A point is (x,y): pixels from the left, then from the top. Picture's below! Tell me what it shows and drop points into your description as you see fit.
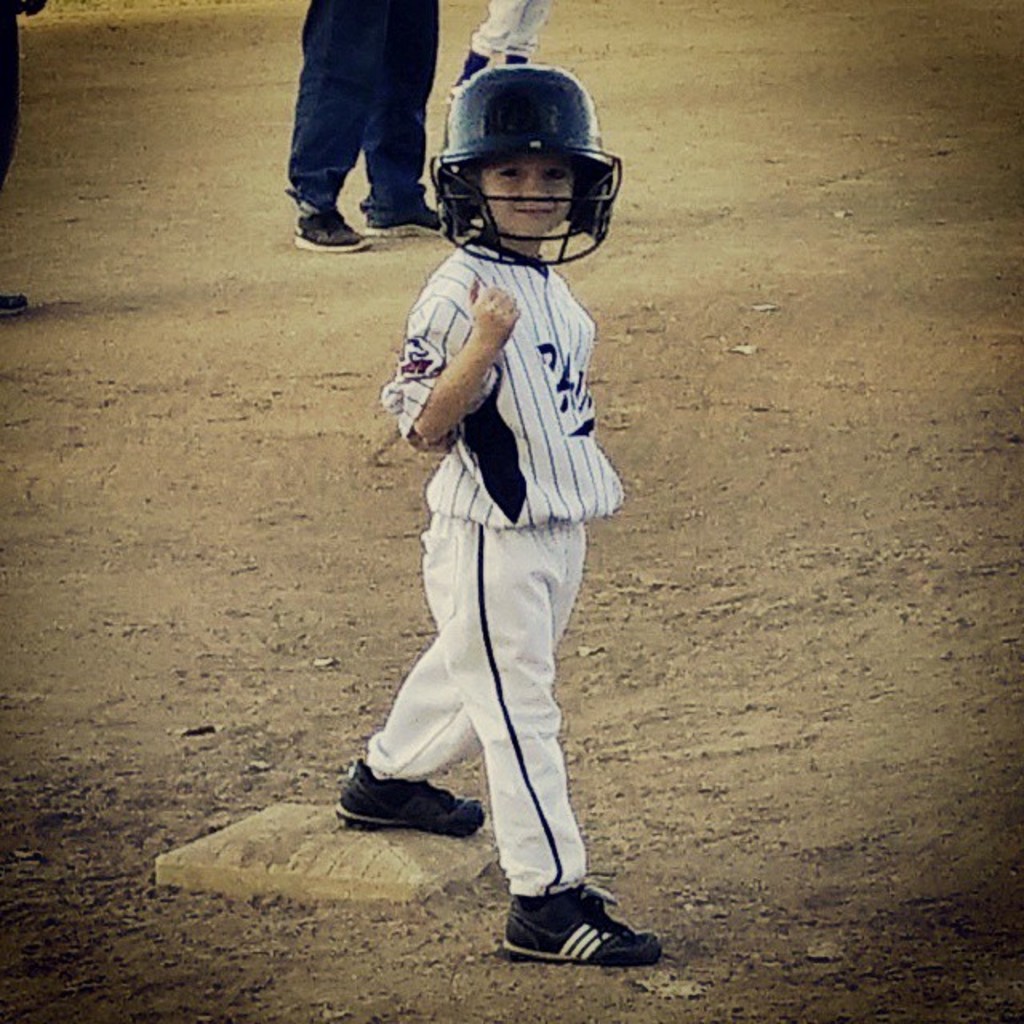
In the picture I can see a boy (485,614) is standing on the ground (647,343) and wearing a helmet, white clothes (545,678) and shoes (577,930). In the background (295,195) I can see people (316,141) are standing on the ground (245,306).
